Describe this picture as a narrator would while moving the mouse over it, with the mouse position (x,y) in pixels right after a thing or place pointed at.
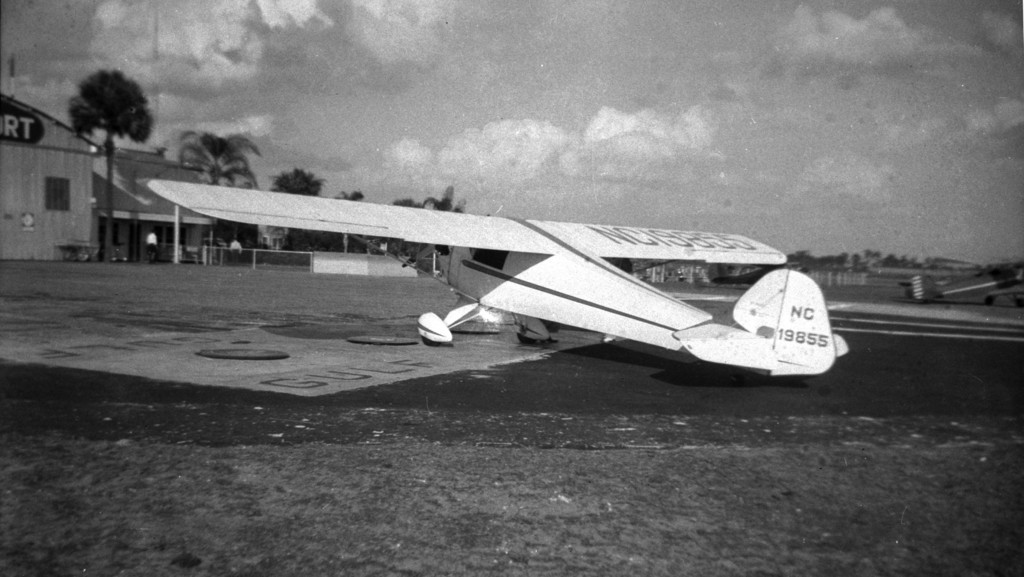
This is a black and white image. Here I can see a plane (464,293) on the ground (442,346). On the left side (25,192) there is a building (54,209) and I can see the trees (206,156). At the top of the image (492,65) I can see the sky (488,118) and clouds (534,146).
